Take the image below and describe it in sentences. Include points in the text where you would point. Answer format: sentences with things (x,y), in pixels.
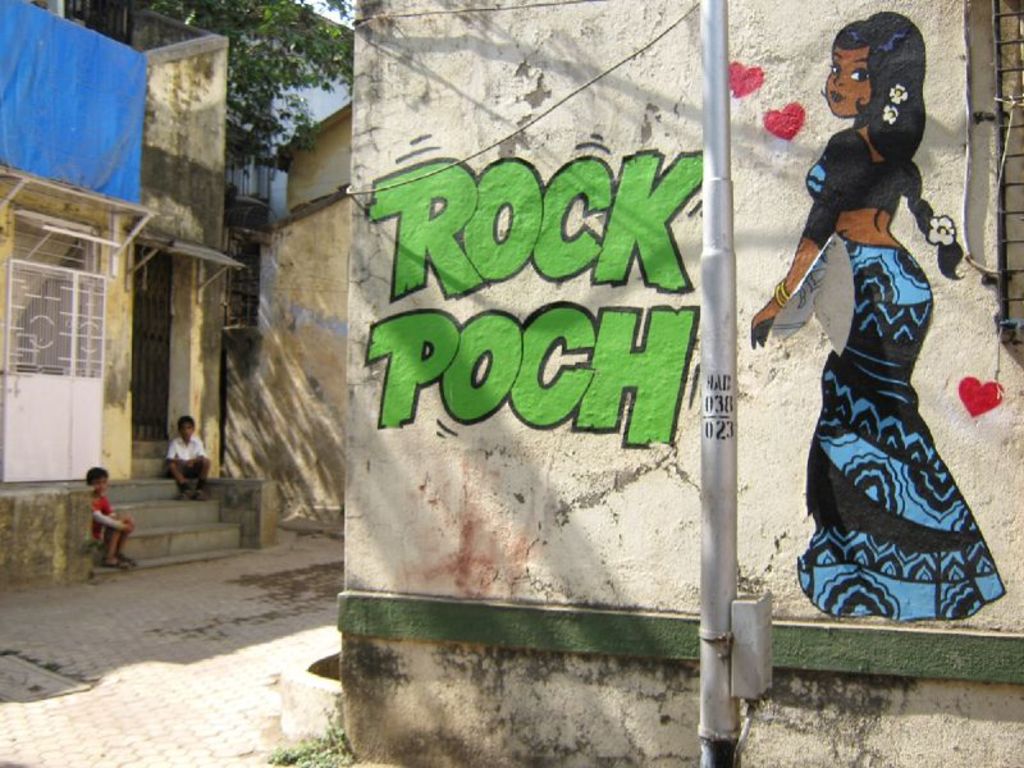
In this picture I can see a painting (449,177) on the wall (649,194), two kids (198,478) are sitting on the staircase (179,517) on the left side (197,491). In the middle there are houses (343,355), at the top (322,43) there is a tree (262,126).
